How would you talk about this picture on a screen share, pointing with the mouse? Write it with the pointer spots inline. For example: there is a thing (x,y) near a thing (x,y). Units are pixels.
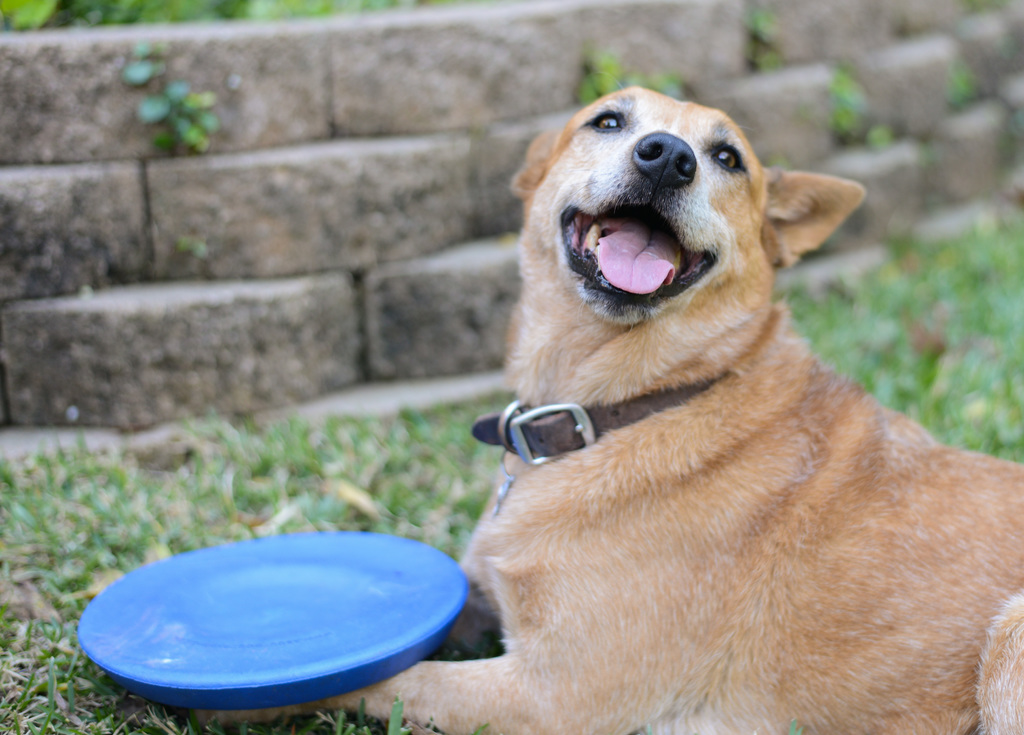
There is a dog (516,607) sitting on the grass (460,470), in front of this dog (565,510) we can see frisbee (134,640). In the background (520,89) we can see wall (573,34).
